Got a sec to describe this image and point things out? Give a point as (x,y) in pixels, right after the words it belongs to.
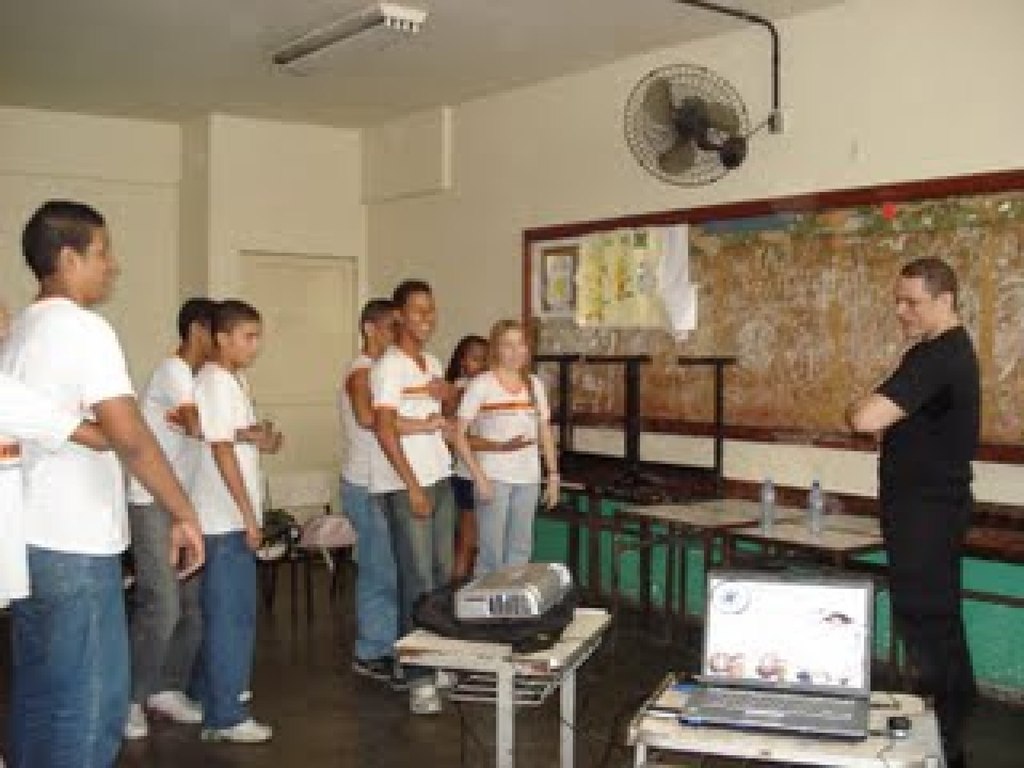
There is a room (285,424). There is a group of people (387,631). They are standing. They are smiling. There is a table (715,490). There is a laptop (793,611), bag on a table (882,698). We can see in background (676,204) poster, wall (720,181), board (799,299) and roof (312,95).
